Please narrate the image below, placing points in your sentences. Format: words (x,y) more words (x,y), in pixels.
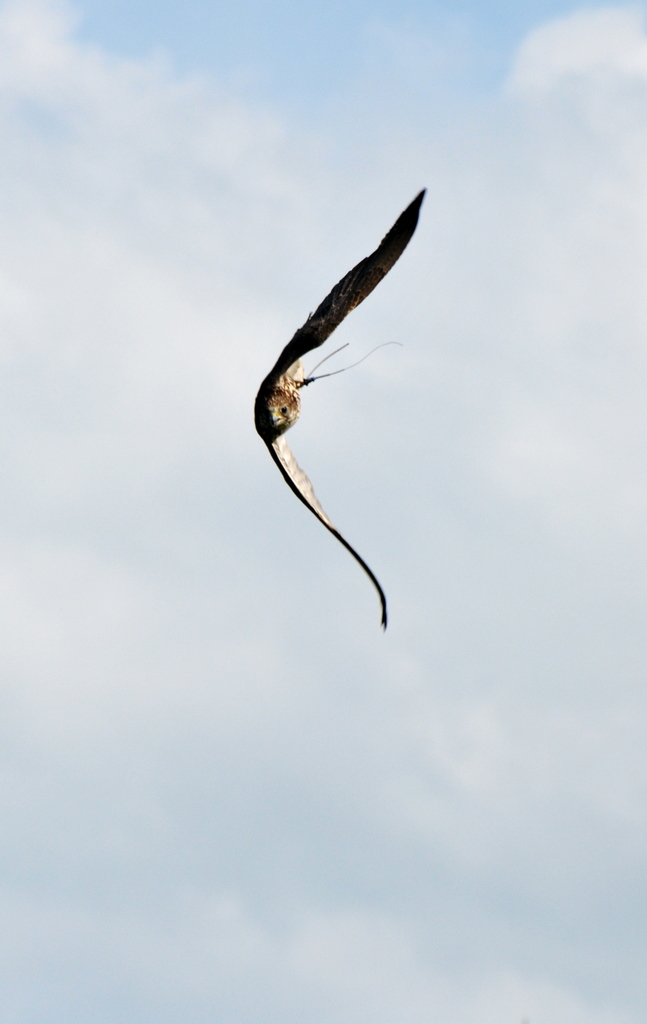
In this image we can see a flying bird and in the background (235,180), we can see the sky (347,529).
